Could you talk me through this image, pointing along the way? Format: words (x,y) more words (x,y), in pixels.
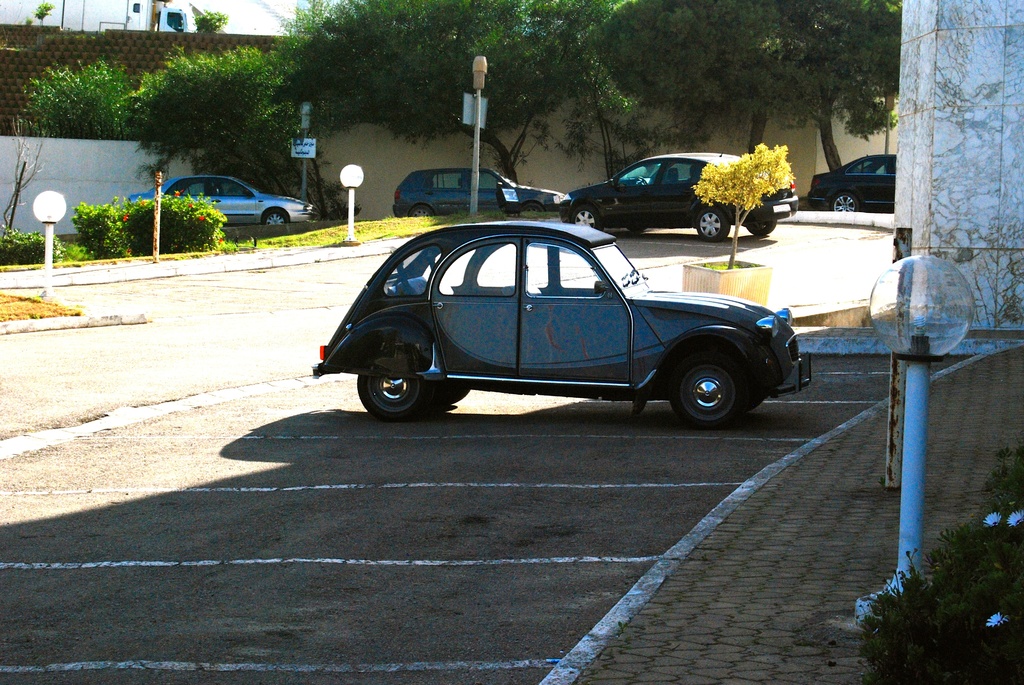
In the center of the image (501,246) there are cars (436,196). There is road (203,374). There are light poles (908,408). In the background of the image (369,102) there are trees (414,112), wall (4,143). To the right side of the image (806,451) there is a pavement (861,570). There are plants (965,566) with flowers (993,521).
